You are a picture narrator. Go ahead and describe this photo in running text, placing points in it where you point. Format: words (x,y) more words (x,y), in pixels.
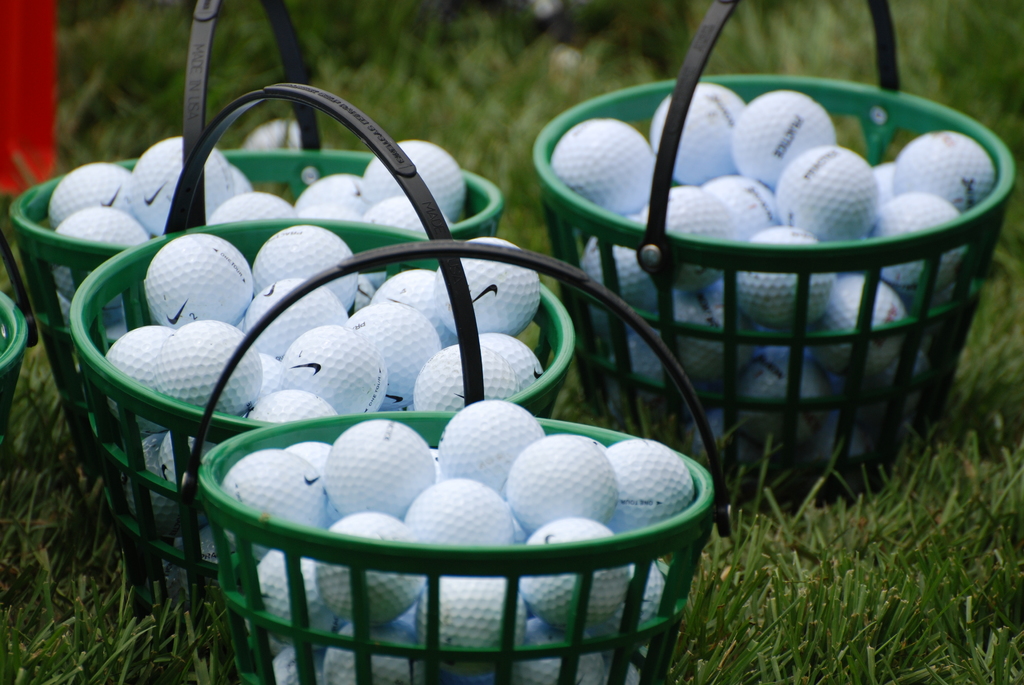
In this image, we can see baskets (100,304) containing balls (118,232) and on the top left (28,70), there is a red color cloth (41,104) and in the background (621,48), there is grass (746,556).
